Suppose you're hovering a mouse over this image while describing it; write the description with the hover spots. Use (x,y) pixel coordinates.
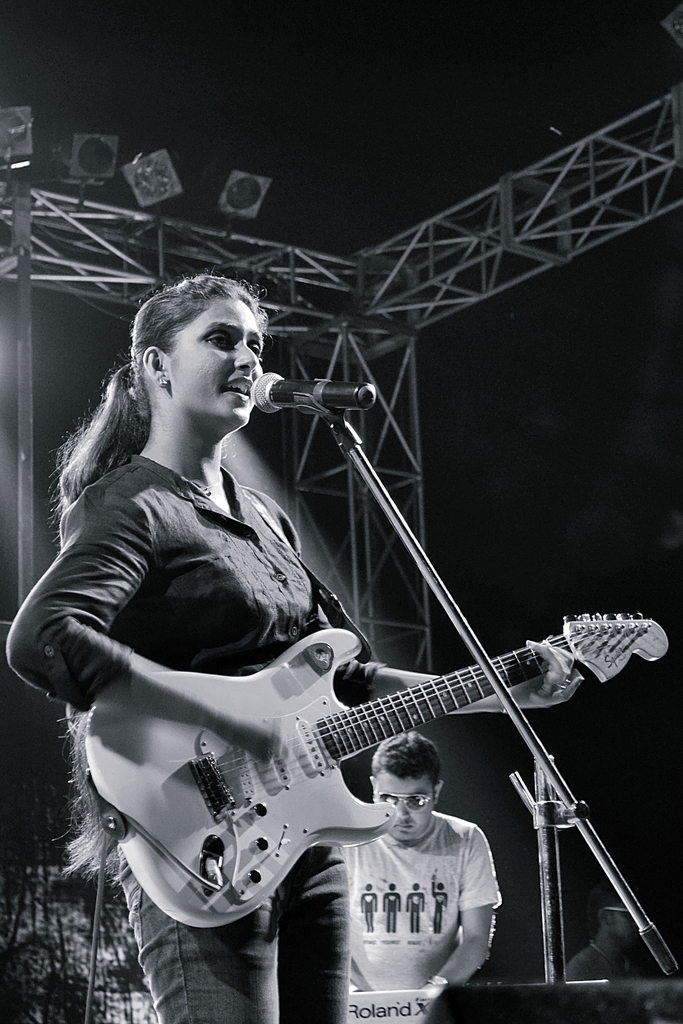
In this image I can see the person (200,433) standing in front of the mic (278,389) and playing guitar (216,770). At the back of her there is a person (457,860).
